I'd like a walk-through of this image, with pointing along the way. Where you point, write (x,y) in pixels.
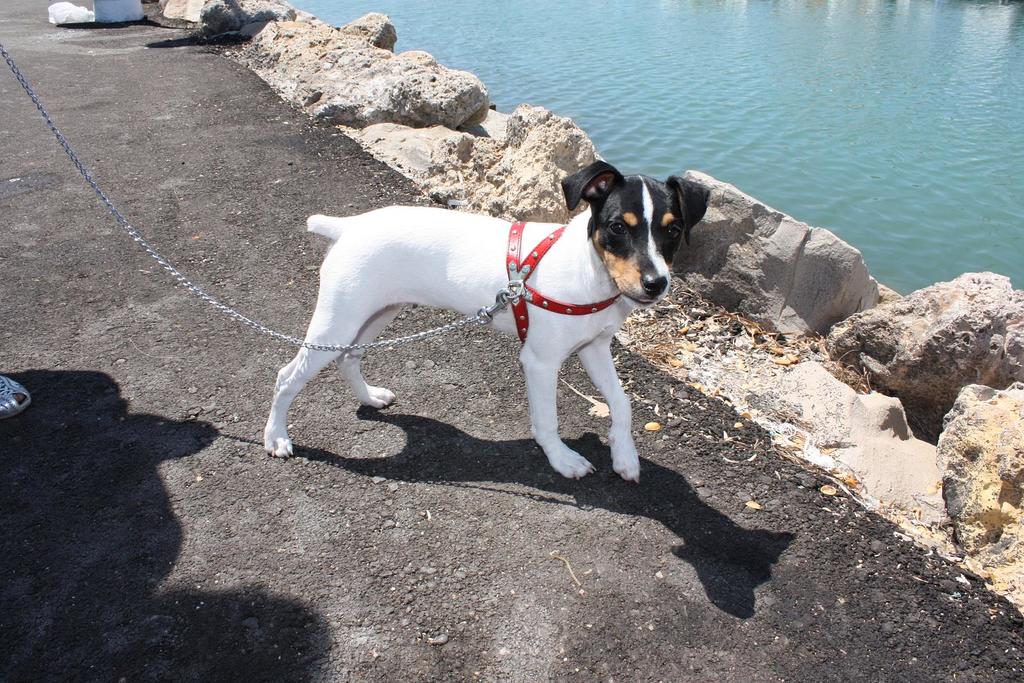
In the middle of this image (446,301) there is a dog (499,264) along with a belt (516,312) around its neck (586,289). On the left side (16,386), I can see a person's foot (15,396) on the road (169,545). Beside the road (294,141) there are rocks (451,118). In the top right-hand corner (777,112), I can see the water (722,108).
